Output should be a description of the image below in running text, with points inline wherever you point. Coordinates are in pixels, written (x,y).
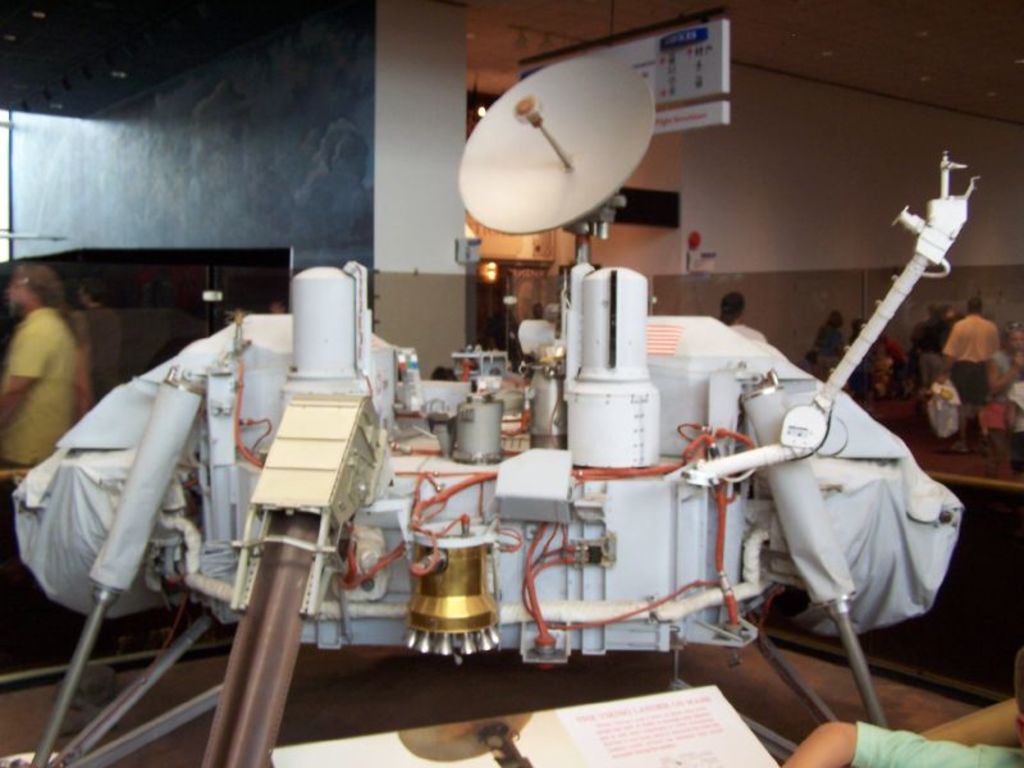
In this image, we can see an object (358,516) on the floor (212,672). In the background (920,321), we can see a few people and a wall (442,86) and there is also a banner (684,37) which is hanging from the ceiling (636,24).
